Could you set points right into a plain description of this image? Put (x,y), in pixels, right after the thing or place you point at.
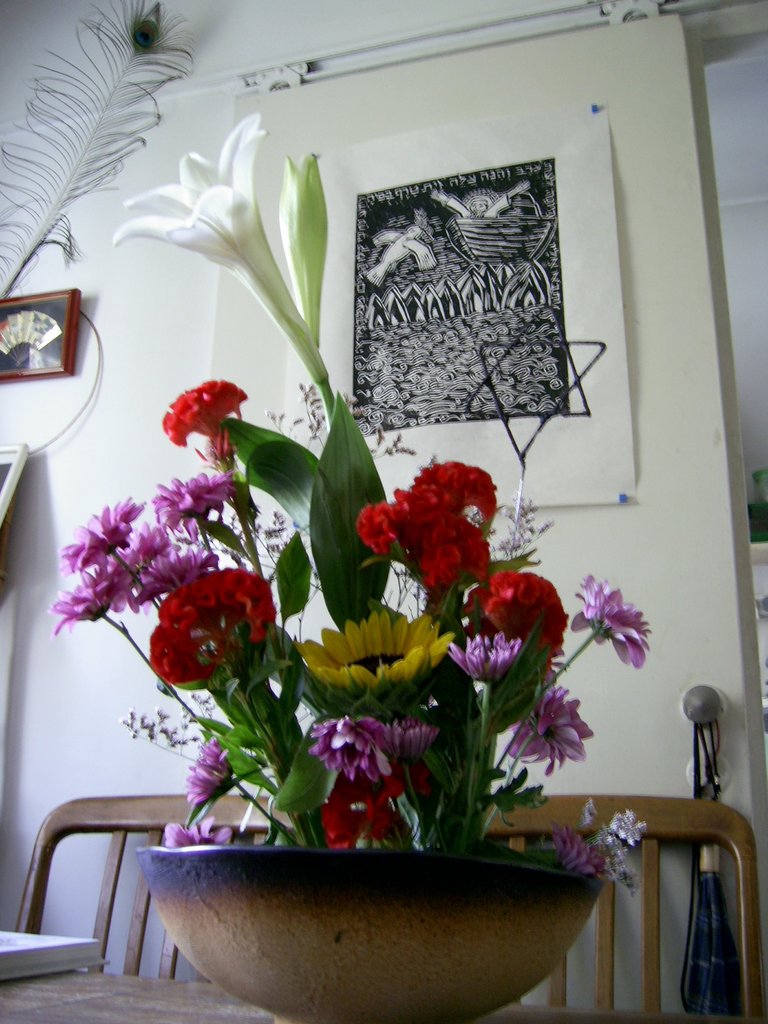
In front of the picture, we see a flower vase (229,973) and a book (41,961) are placed on the wooden table (16,1003). Behind that, we see the chairs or a bench (655,898). In the background (151,361), we see a white wall (206,357) on which poster (576,225), feather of the peacock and the photo frames (8,344) are placed.
